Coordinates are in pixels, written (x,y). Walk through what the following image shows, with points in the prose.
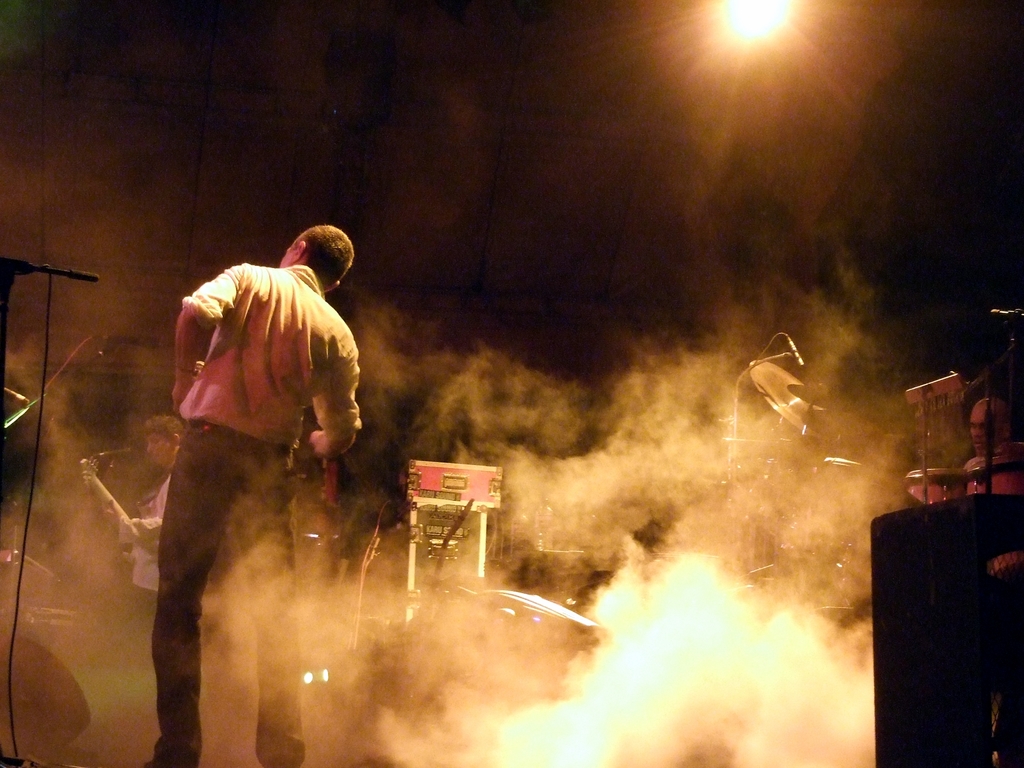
In this image I can see there are two persons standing on the floor (143,733) on the left side (164,693), at the top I can see the light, in the middle (384,420) I can see the fog (696,502) and musical instruments (982,479).
